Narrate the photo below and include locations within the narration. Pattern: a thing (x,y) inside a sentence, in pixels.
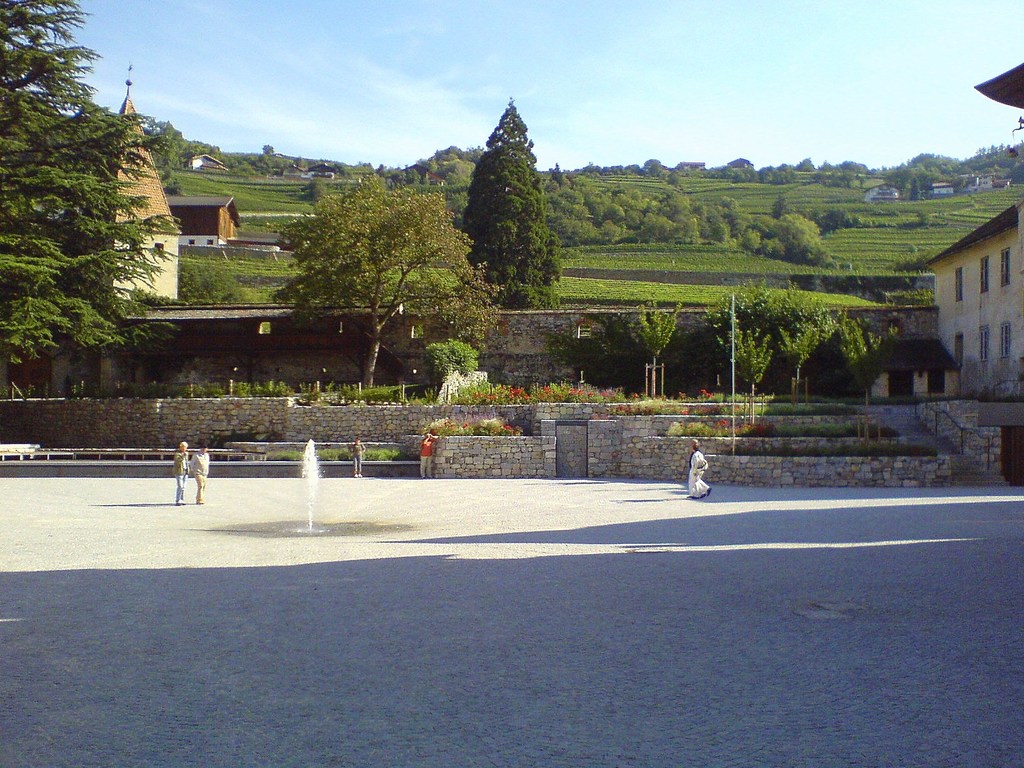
In this picture we can see three people (194,457) walking on the road (458,712), two people (429,432) standing, water (309,489), walls (399,419), plants (640,398), trees (73,321), houses (978,295) with windows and in the background (362,62) we can see the sky (361,77).
